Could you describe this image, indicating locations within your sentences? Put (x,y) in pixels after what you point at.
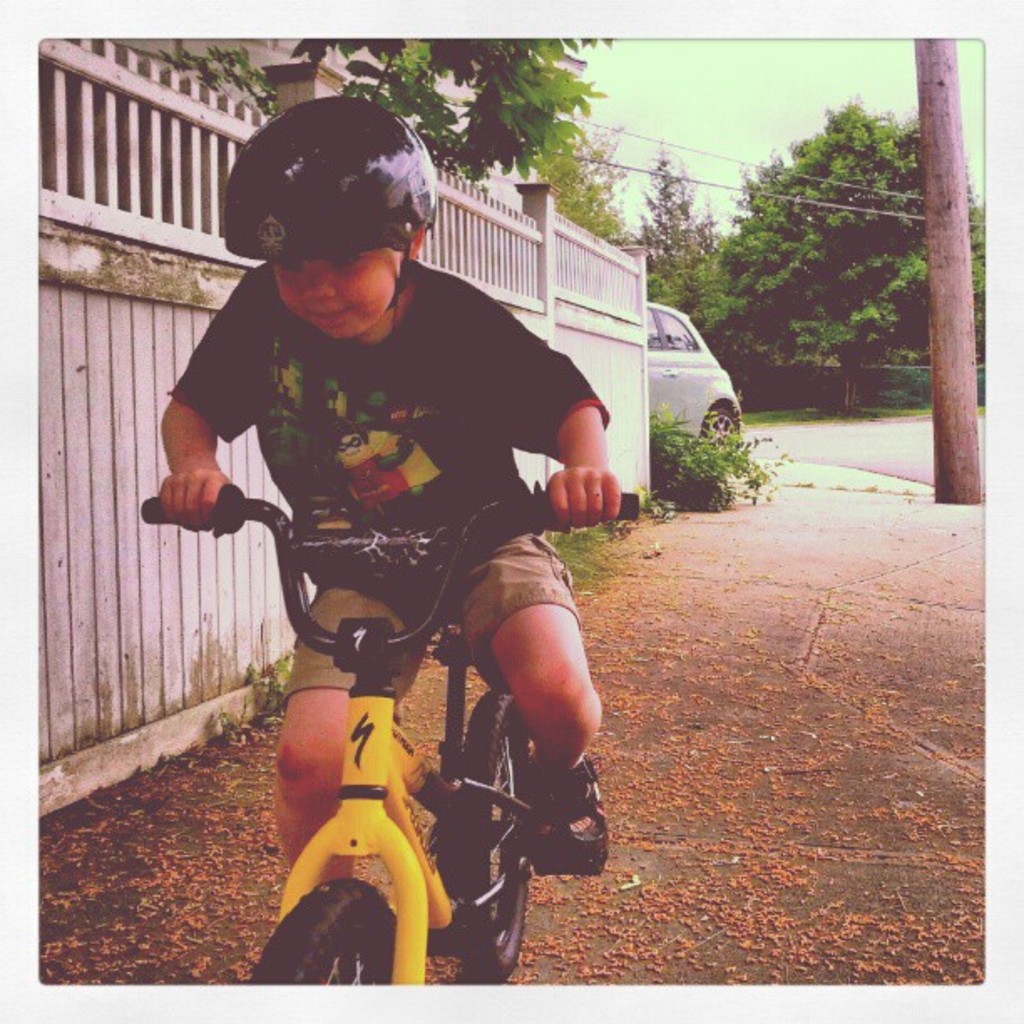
In this picture we can see a boy (411,310) riding bicycle (439,591) wore black color T-Shirt (374,365), helmet (387,240) and in the background (519,190) we can see fence (602,268), car (650,312), trees (842,261), road (876,430), wire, sky (714,91).
